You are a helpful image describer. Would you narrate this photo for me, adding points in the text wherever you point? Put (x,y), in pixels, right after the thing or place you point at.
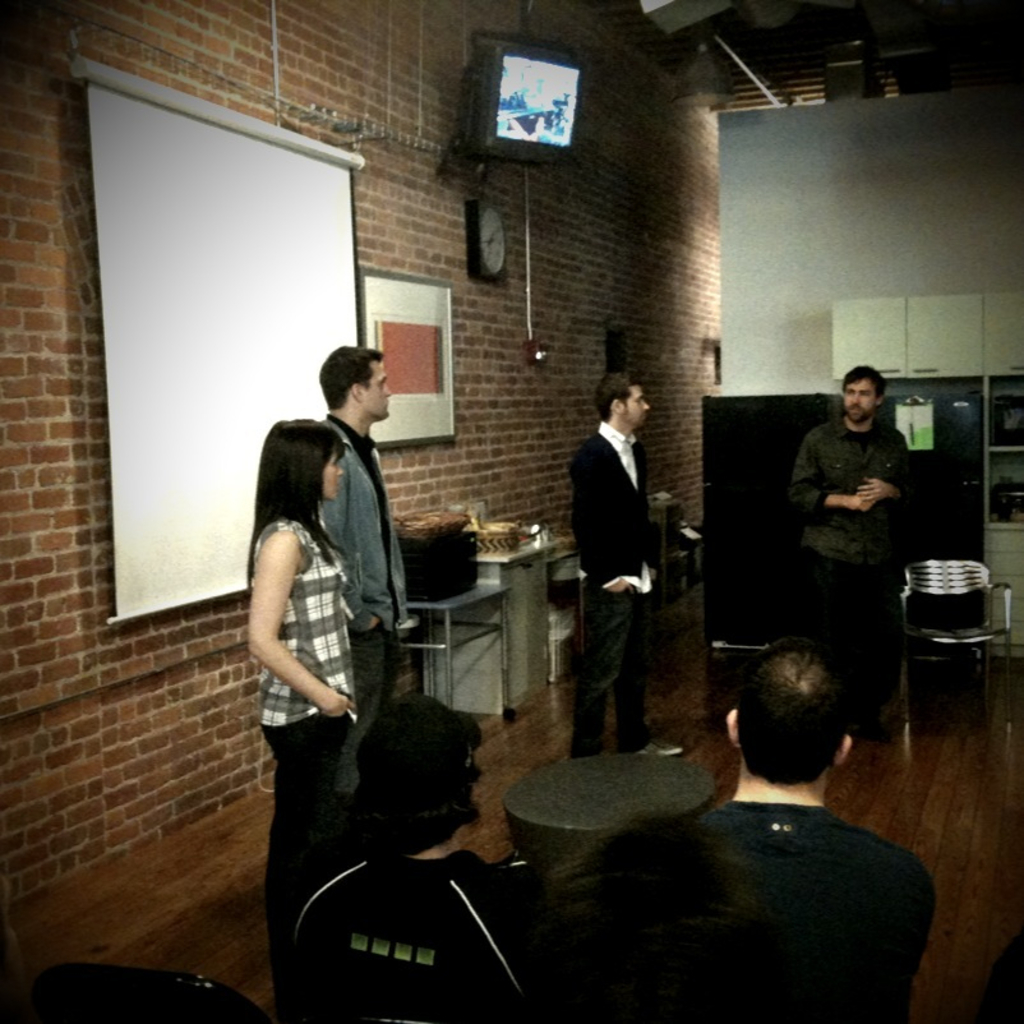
Here we can see that some persons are sitting and some are standing, and here is the table (449,699), and at back (506,343) here is the wall (395,211) and television (563,114), and projector (155,330) and many objects (495,263) on it.
